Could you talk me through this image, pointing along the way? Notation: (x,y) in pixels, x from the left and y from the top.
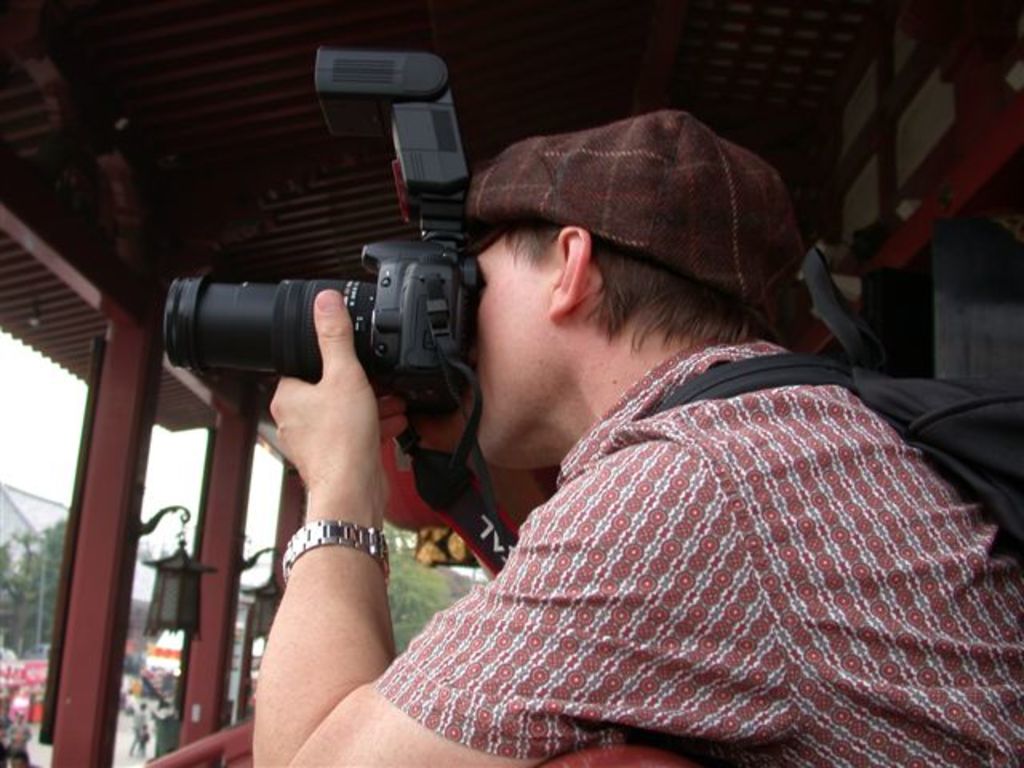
In this image i can see a person (588,603) wearing a red color shirt (588,595) and taking a picture to the camera (435,345) and wearing back pack (875,356) and left side (22,579) i can see a trees (37,565) and there are the some persons (25,722) walking on the road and there is a lamp (170,592) attached to the beam (98,555).
